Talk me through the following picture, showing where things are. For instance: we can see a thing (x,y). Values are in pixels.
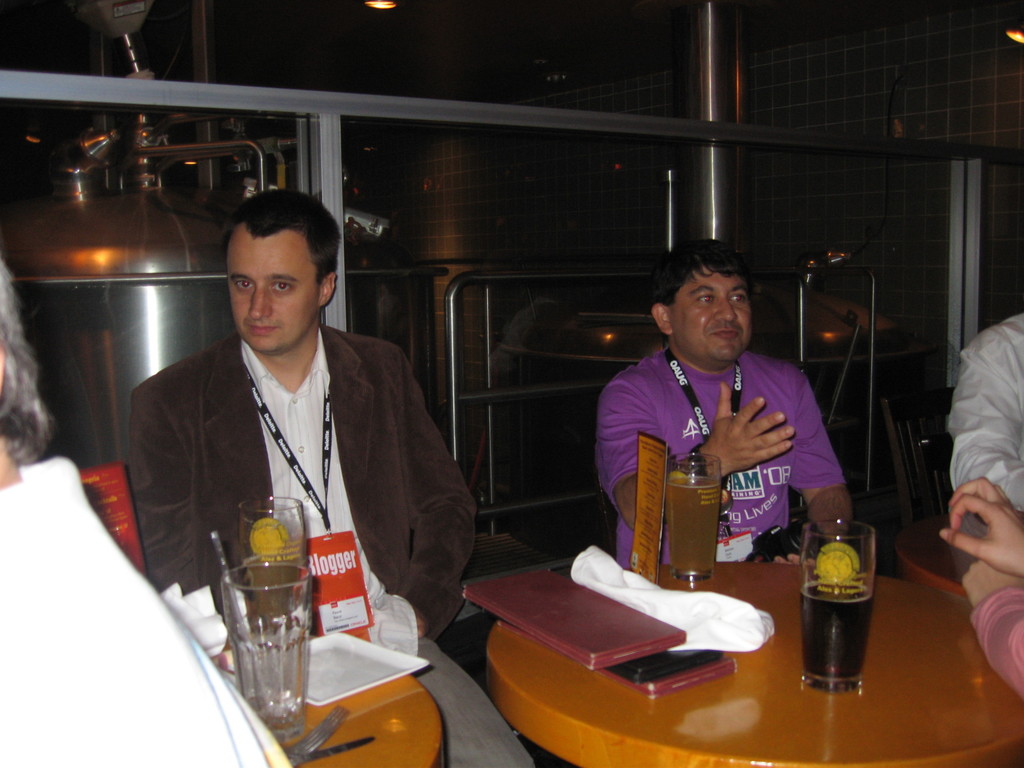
A picture inside of a room (361,717). This persons (342,439) are sitting on a chair (937,463). On this tables (559,707) there are glasses (695,556), tray (332,661), book (616,624) and cloth (635,597).
